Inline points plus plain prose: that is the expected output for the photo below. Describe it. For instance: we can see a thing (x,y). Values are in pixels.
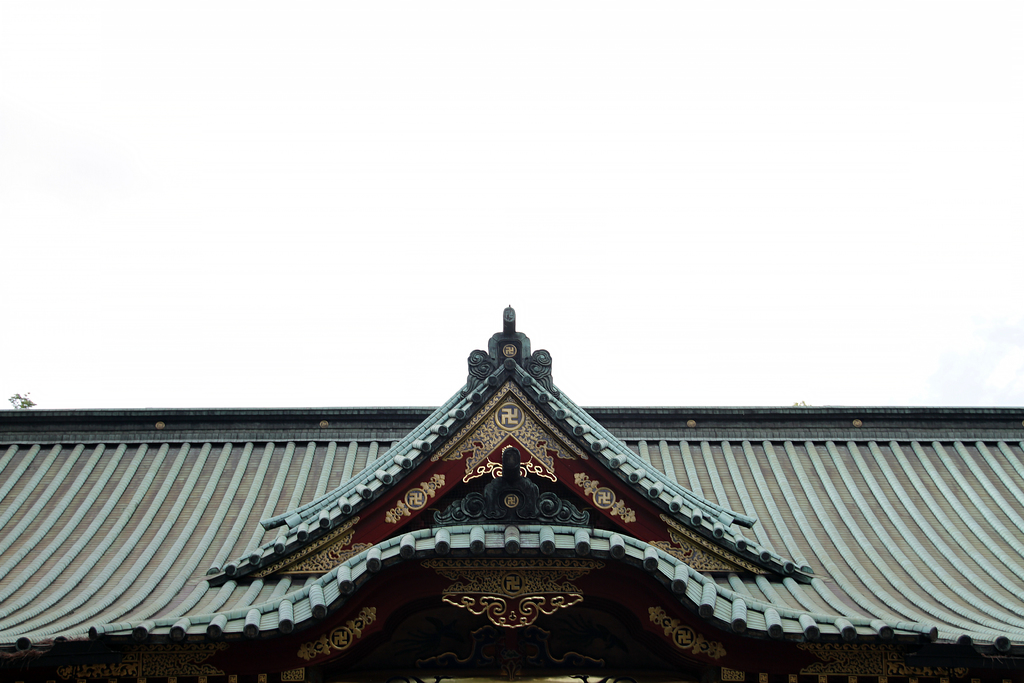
In the picture we can see house roof (538,466) on the top of it we can see some designs (538,429) and architecture (552,432) and behind it we can see a sky (547,295).
